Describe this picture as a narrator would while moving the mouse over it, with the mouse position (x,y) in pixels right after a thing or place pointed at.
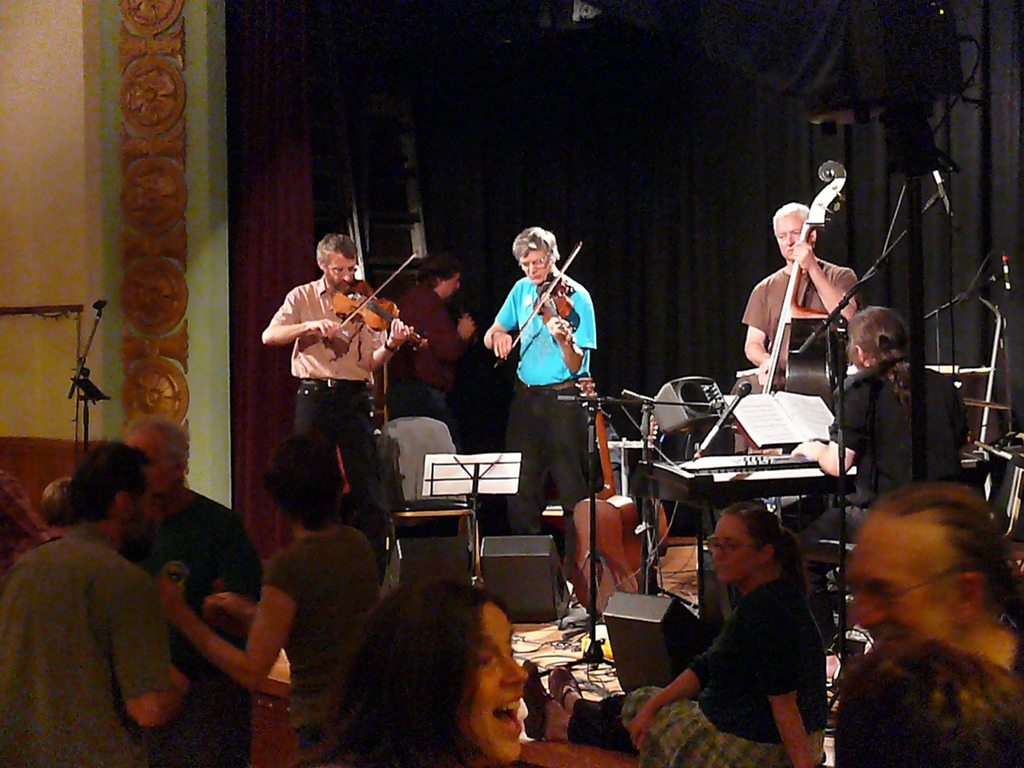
There is a group of people (536,249). They are playing a musical instruments (809,311). We can see in the background (467,224) there is a wall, pillar (125,229) and curtain (274,185).
